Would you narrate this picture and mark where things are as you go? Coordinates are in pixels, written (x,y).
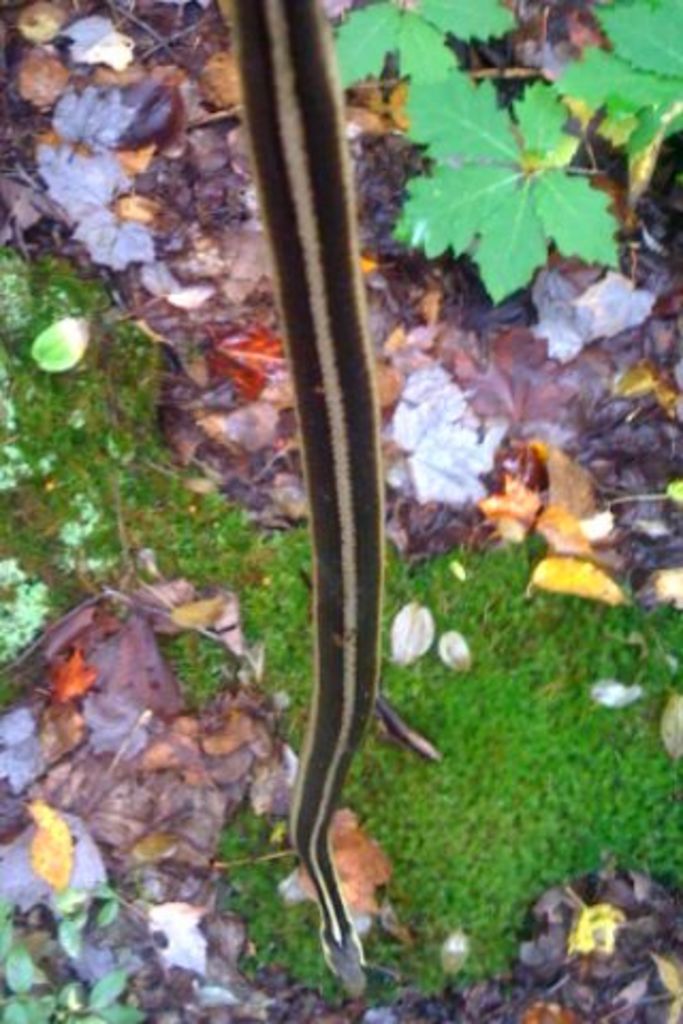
In this picture I can see there is a snake (307,416) and there is grass (519,701), plants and dry leaves (73,883) on the floor (577,766).
